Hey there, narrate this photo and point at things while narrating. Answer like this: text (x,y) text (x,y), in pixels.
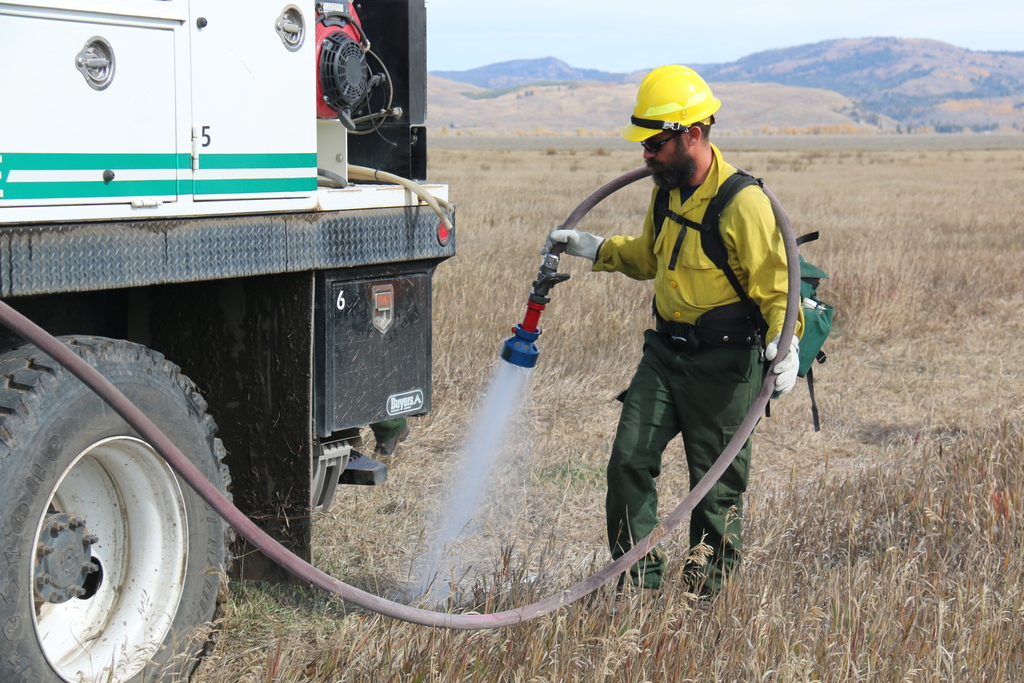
In this image there is a person (672,338) holding a water pipe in his hands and spraying water (490,463) on the grass (483,333), beside the person (687,266) there is a vehicle (160,245). In the background (732,113) there are mountains (962,92) and a sky (622,34).
